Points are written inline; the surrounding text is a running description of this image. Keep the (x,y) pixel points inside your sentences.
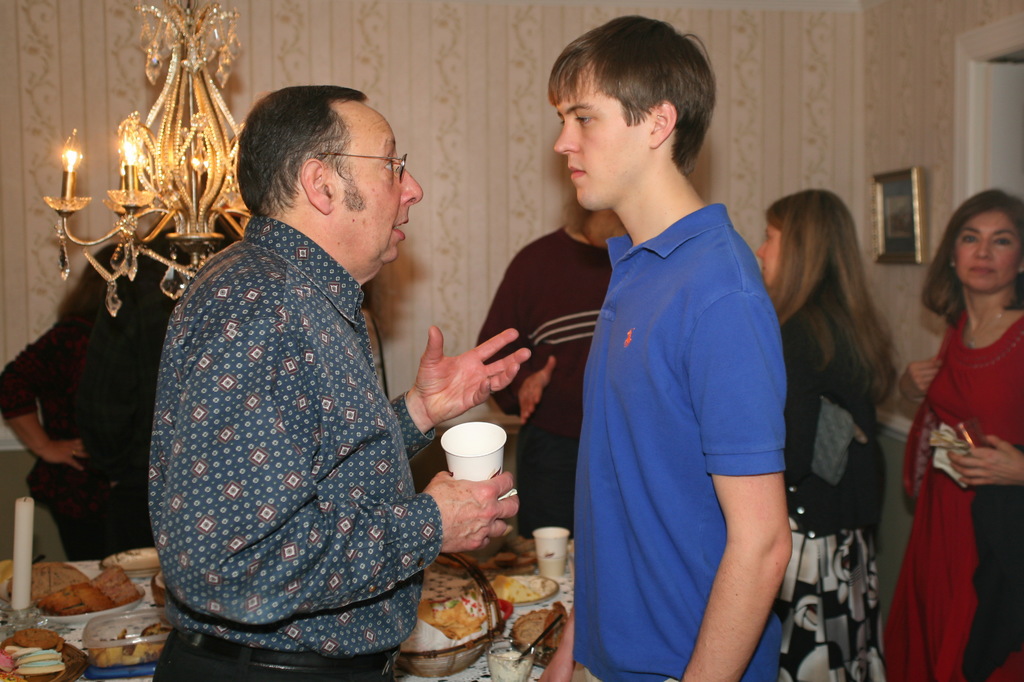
In this image I can see the group of people (513,266) are standing and few people (242,409) are holding something (932,439). In front (58,609) I can see the food items (72,602), candle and few objects (518,645) on the table (469,664). The frame (917,175) is attached to the wall (797,71). In front (143,170) I can see the chandelier-light (136,152) in gold color.
